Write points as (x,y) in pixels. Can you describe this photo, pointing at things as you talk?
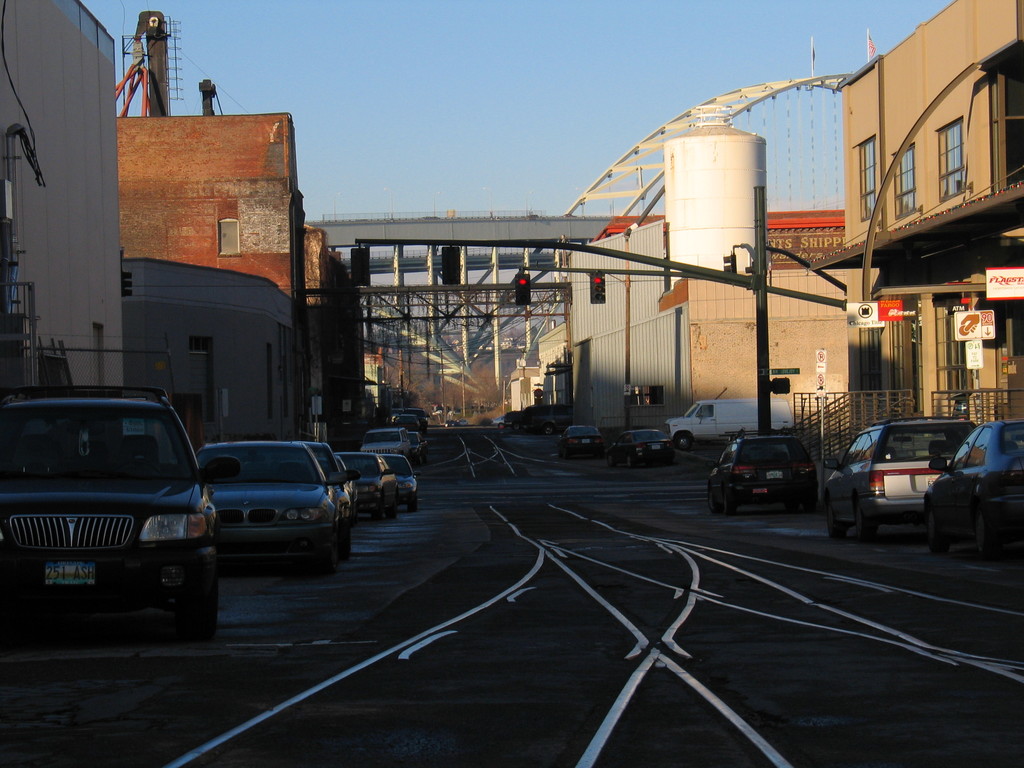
In this image we can see road (501,491). On road (410,513) cars (394,462) are parked. right and left side of the image (172,284) we can see buildings (256,287). And in the middle of the image (475,307) pillars (397,251) and flyover (468,234) is present.
